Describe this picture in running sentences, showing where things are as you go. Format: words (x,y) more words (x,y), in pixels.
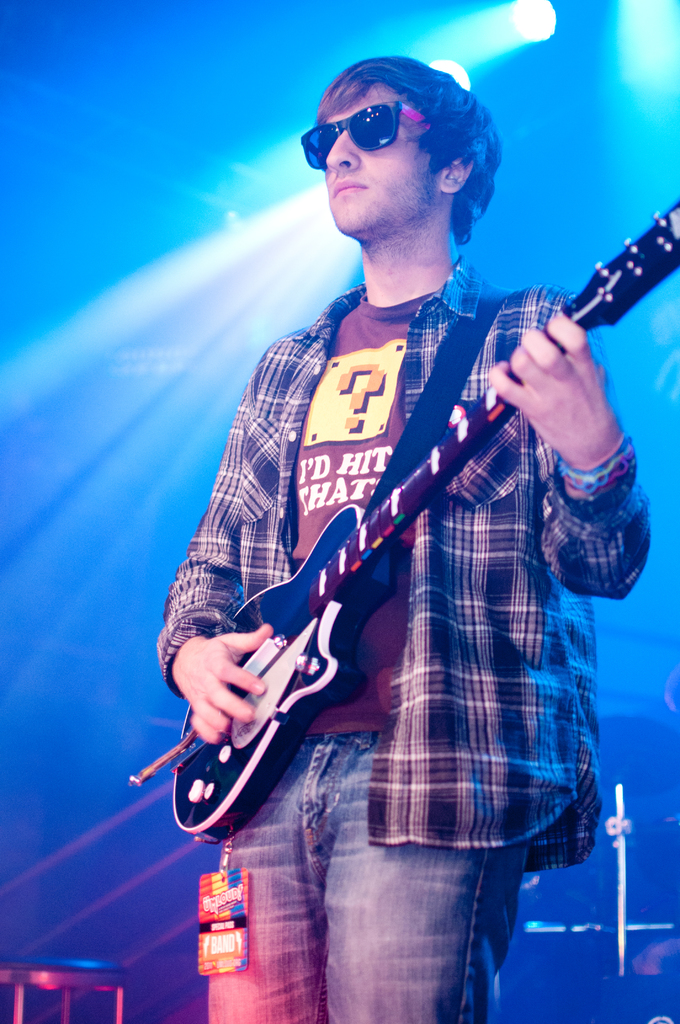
In the image we can see there is a person (387,665) who is standing and holding guitar (455,453) in his hand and he is wearing black colour goggles (366,131) and an id card (211,940).
